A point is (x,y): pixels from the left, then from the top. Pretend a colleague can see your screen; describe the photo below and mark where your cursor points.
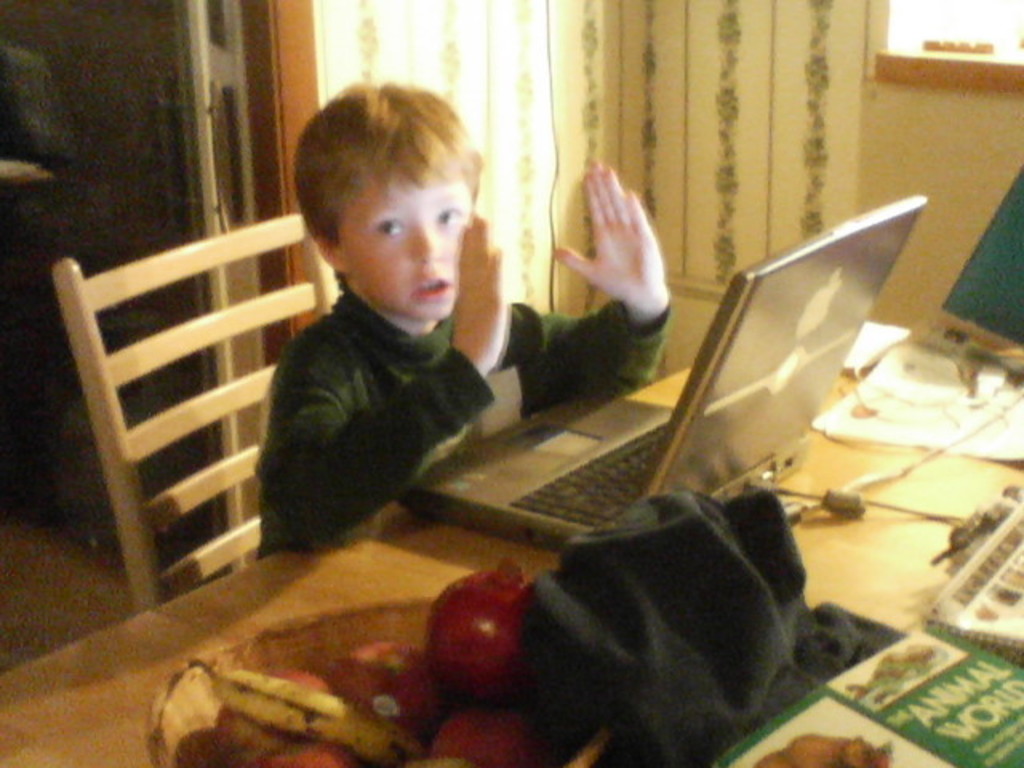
In the image there is a kid (377,372) sat on chair (136,532) in front of table (821,567) and there are laptops (761,336), fruits (452,635) in a basket (316,667) on it.
